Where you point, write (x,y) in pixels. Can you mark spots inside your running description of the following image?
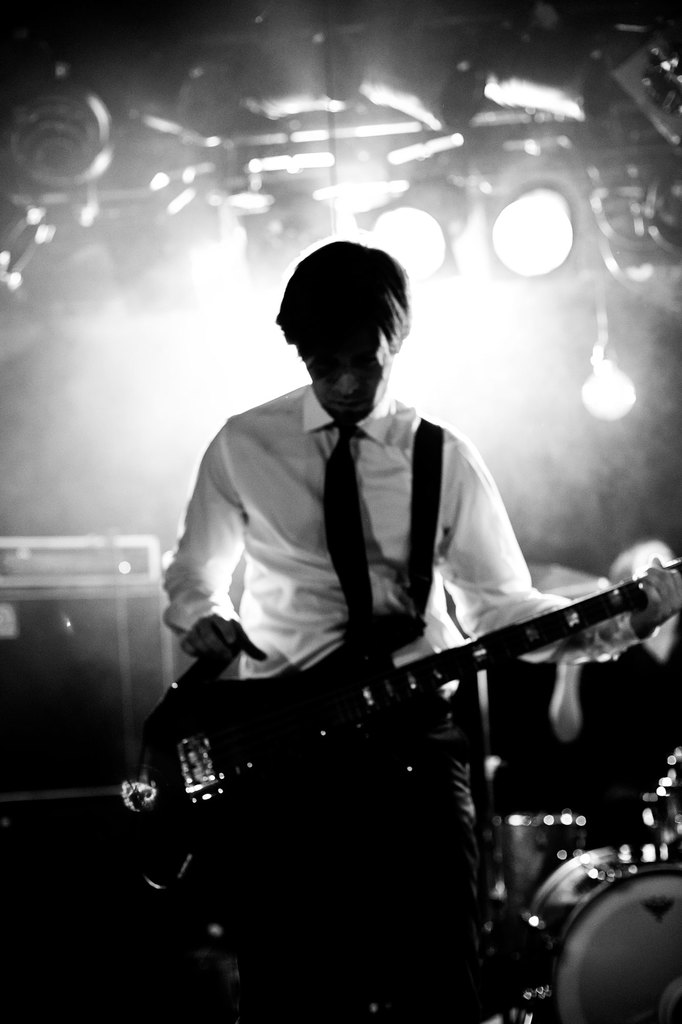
In this picture we can see a man (387,521) holding guitar (330,718) with his hand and he wore tie (334,468), white color shirt (376,576) and in the background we can see drums (574,892), lights (376,198), box (107,619).
